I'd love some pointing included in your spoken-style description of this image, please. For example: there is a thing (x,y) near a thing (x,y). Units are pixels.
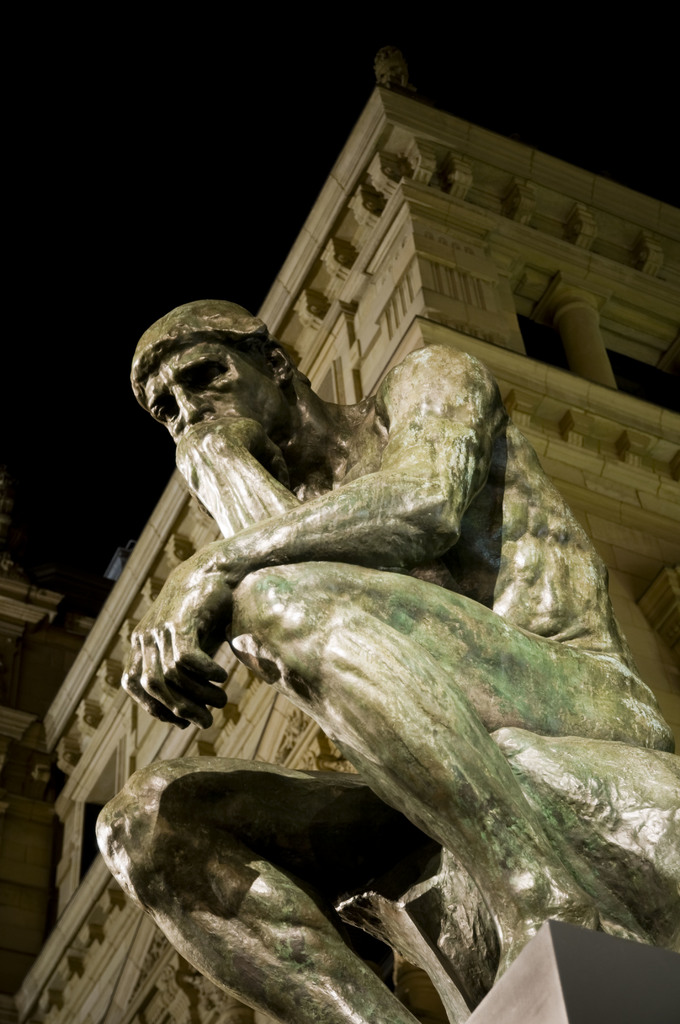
In this image in the foreground (324,876) there is one sculpture (336,846) and in the background (297,295) there is a building (65,855), and at the top (136,194) there is sky (152,222).
